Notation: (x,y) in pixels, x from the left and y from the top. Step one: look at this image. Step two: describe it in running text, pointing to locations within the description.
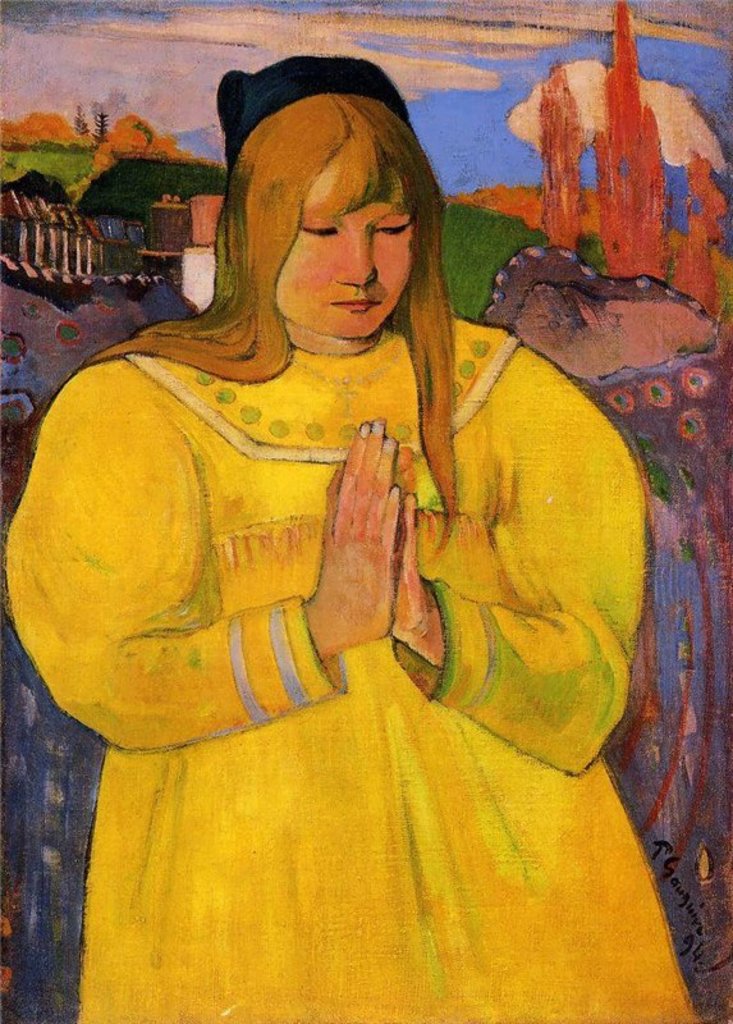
There is a painting (445,283) in which, there is a person (449,461) in yellow color dress (349,411) praying and standing. In the background (508,231), there is grass (509,232) on the ground (700,414), there are clouds (485,51) in the sky (650,90) and there are other objects (697,427).
